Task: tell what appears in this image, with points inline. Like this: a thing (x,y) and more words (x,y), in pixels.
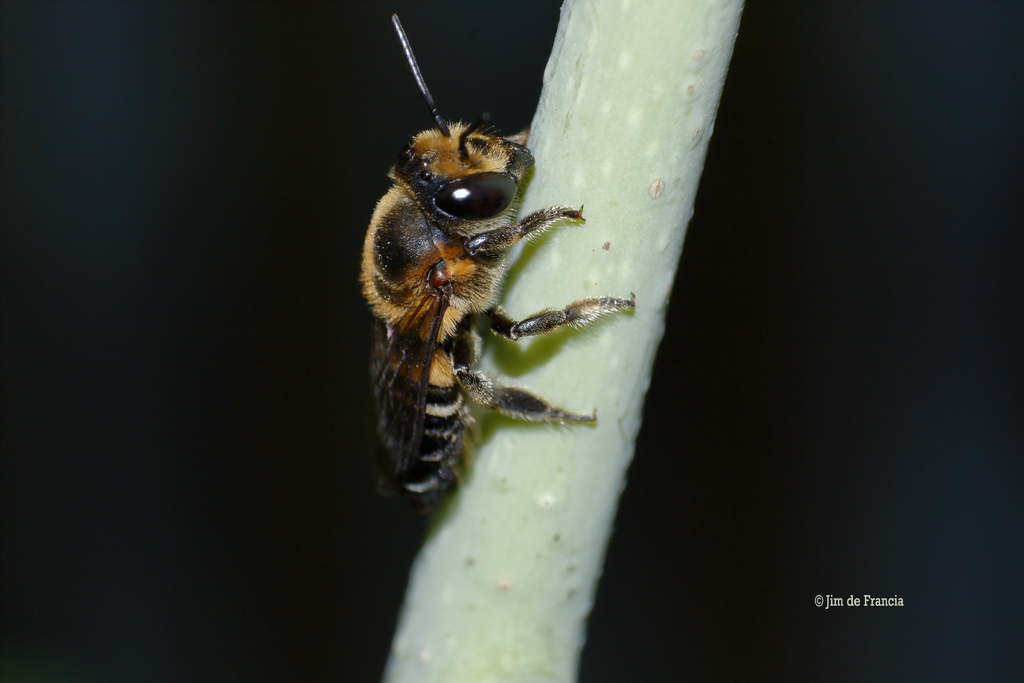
In this image in the center (420,345) there is an insect (453,299).
